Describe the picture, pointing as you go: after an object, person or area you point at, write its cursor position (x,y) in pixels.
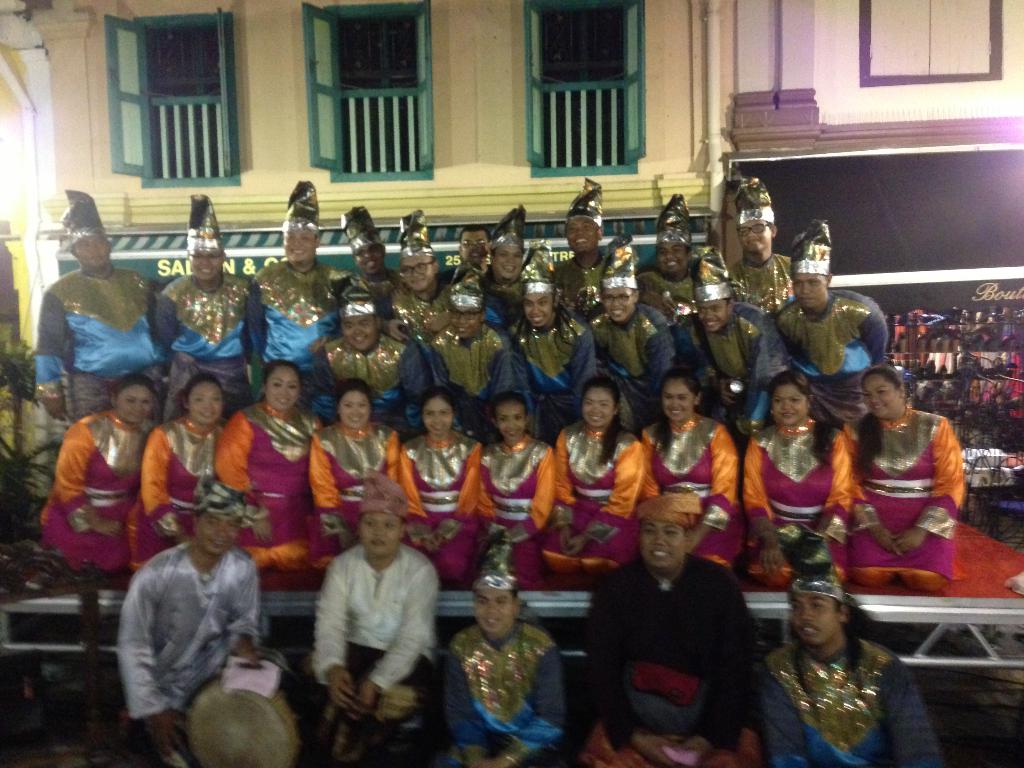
In this image, we can see people (212,330) wearing costumes (540,499) and in the background (186,130), there is a building (728,155) and we can see windows (563,140) to it and there is a board (954,294) on the right (953,266).
